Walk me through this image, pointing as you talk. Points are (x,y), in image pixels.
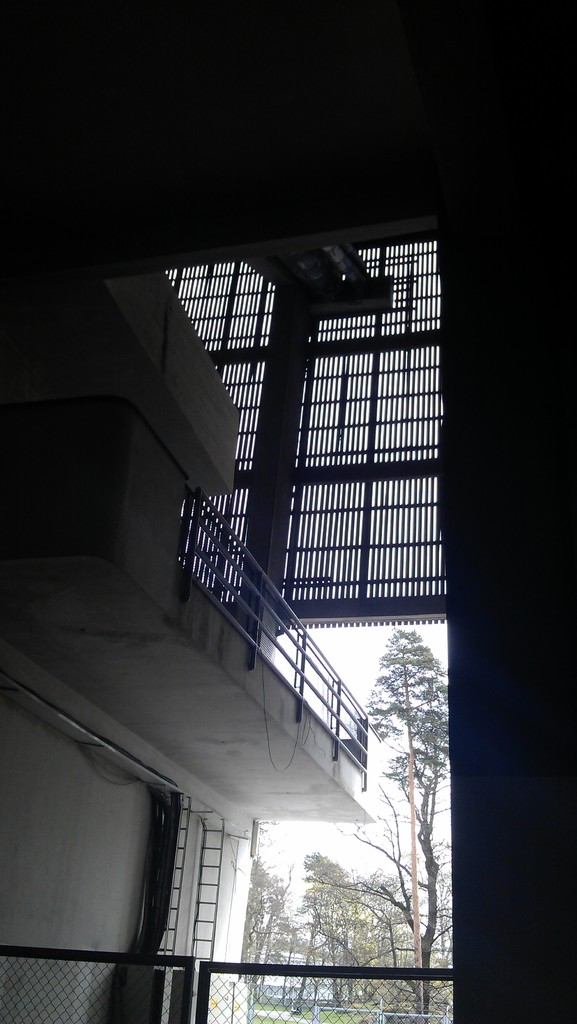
This image is clicked inside a building (399,517). At the bottom (220,985) there is a fence (220,985). In the center (232,587) there is a railing (337,676). Below to it there is an entrance (372,873). Outside the building (99,665) there are trees (422,722) and sky (354,664).
